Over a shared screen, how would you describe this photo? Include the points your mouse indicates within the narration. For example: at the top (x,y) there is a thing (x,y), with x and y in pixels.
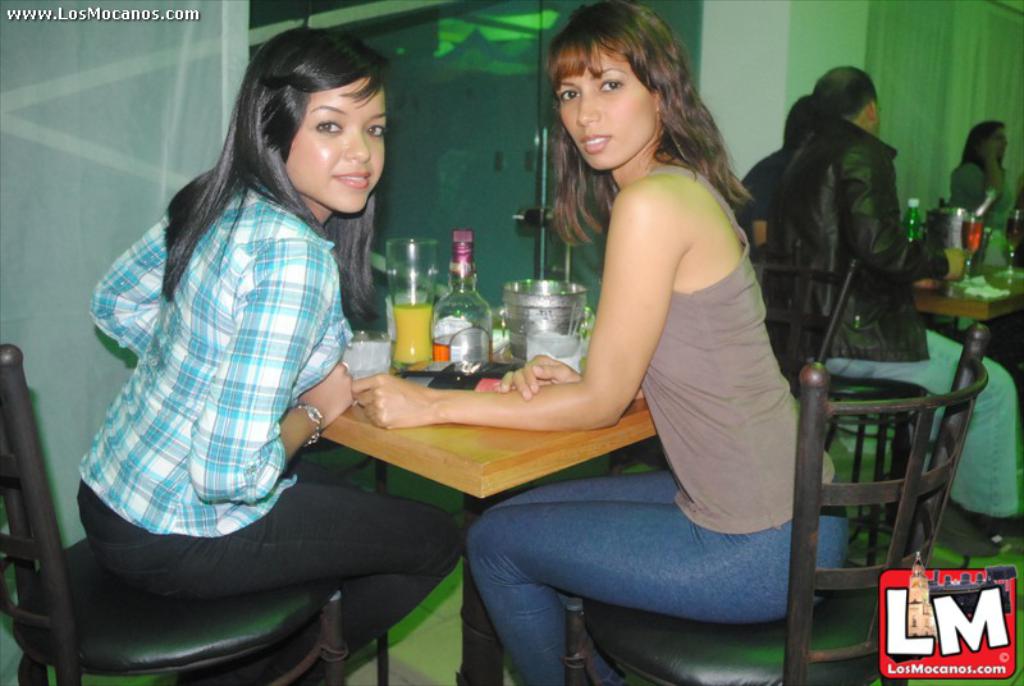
In the center of the image (653,421) there are two ladies (573,543) sitting. There is a table (433,449) before them there are glasses (561,344), bottle (475,351), jars (524,334) and mugs (554,355) placed on the tables (485,460). In the background (812,265) there are people (900,250) sitting around the table (969,295). We can see doors (484,66), walls (742,66) and curtains (905,68).
